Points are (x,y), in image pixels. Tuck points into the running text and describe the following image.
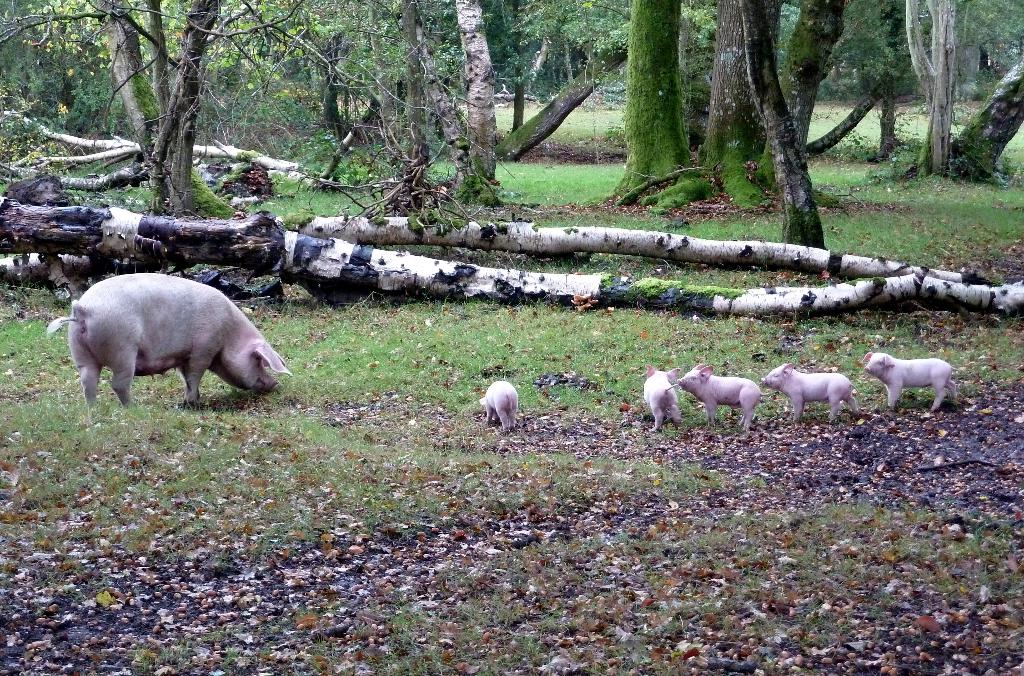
In this image we can see a group of pigs (681,378) on the ground (555,493). We can also see some grass (188,469), dried leaves (509,526) and the branches (344,267) of the trees (83,273) on the ground (602,360). On the backside (758,187) we can see the bark (656,120) of the trees (656,120) and a group of trees (653,121).
